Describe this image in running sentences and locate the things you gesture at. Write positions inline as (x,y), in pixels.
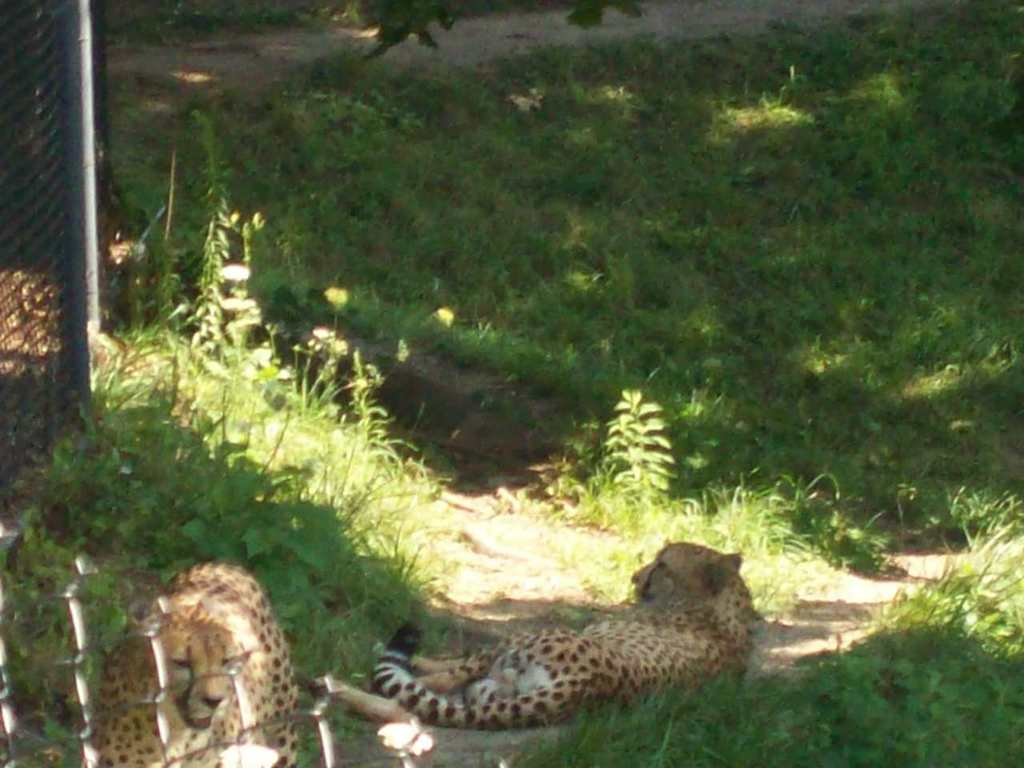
In the center of the image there are cheetahs (114,730). To the left side of the image (70,401) there is a fencing (65,308). In the background of the image (311,195) there is grass (566,232).
